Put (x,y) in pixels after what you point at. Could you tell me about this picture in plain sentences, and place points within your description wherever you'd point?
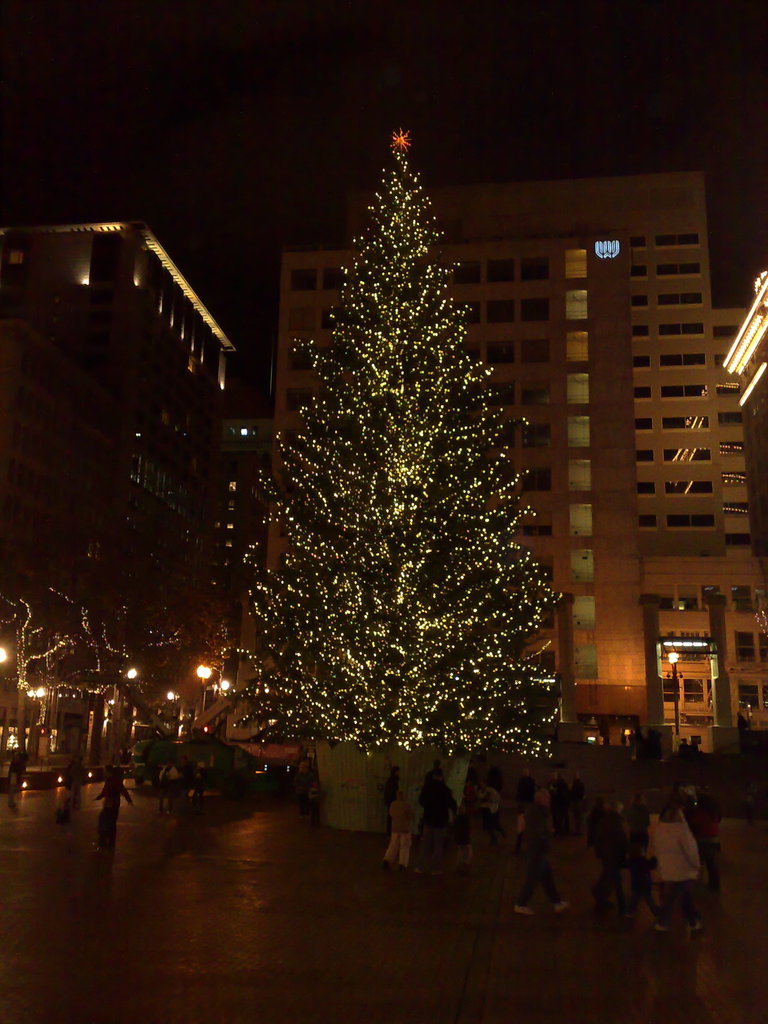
In this image we can see many buildings (210,503) and trees (110,629). There are many people (447,820) standing in the image. There is a vehicle (221,766) in the image.
